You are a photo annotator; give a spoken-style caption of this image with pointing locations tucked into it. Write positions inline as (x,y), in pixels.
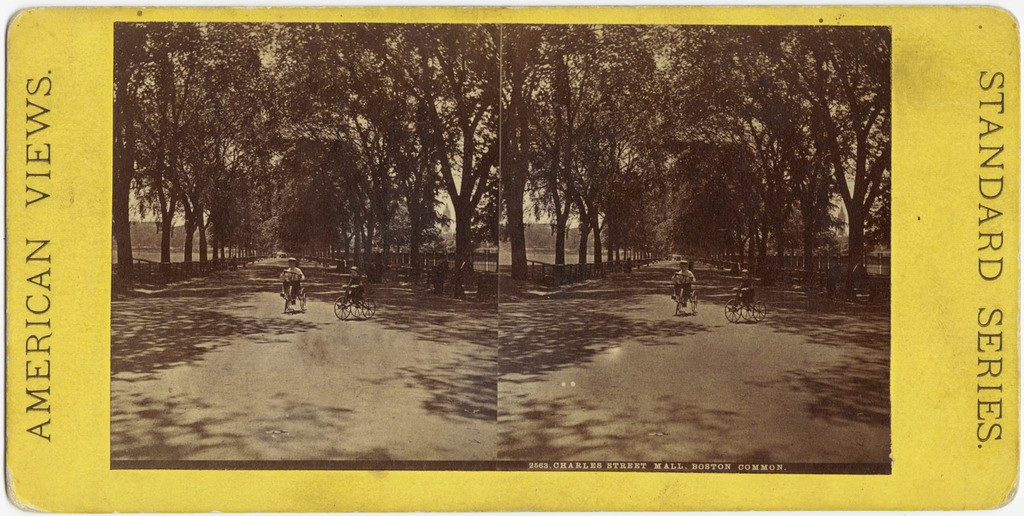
This is an edited image. It looks like a card (626,301) with the pictures of the trees (282,94) and two persons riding tricycles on the road (680,327). On the left (38,307) and right side of the image (979,121), I can see the letters (987,103) on the card (63,228).
